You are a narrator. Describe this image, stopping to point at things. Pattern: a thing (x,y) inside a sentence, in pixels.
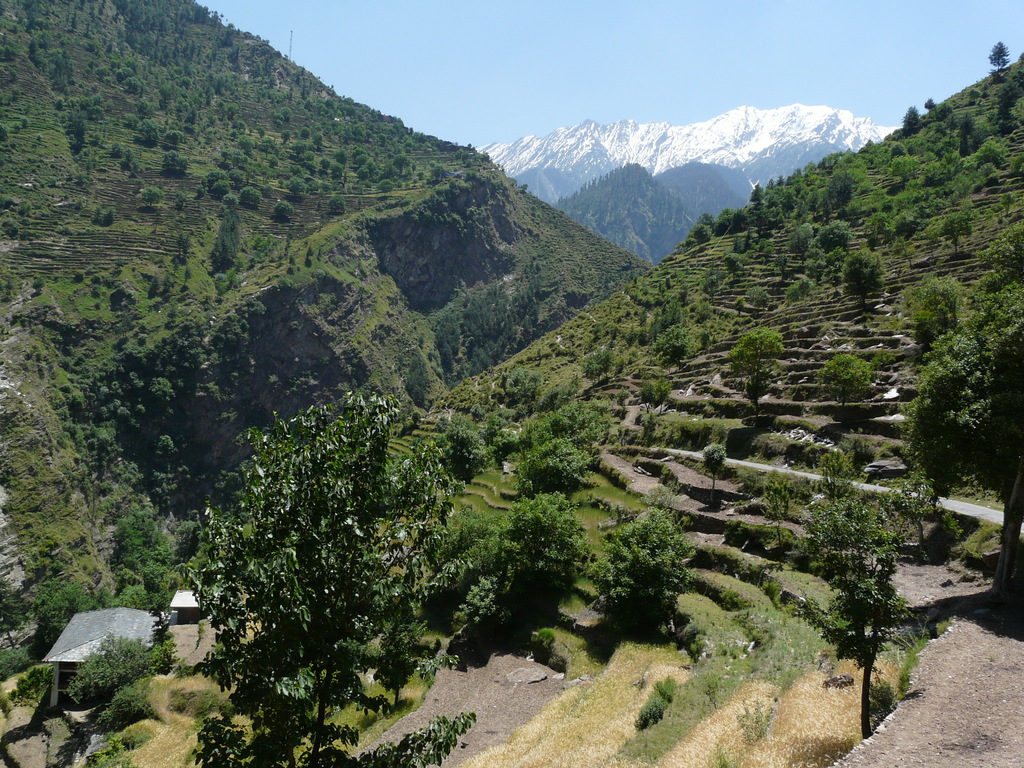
In this image I can see many trees (422,390) and plants (122,674). To the left (151,624) I can see the sheds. In the background (641,175) I can see the mountains (673,148) and the sky (647,97).
